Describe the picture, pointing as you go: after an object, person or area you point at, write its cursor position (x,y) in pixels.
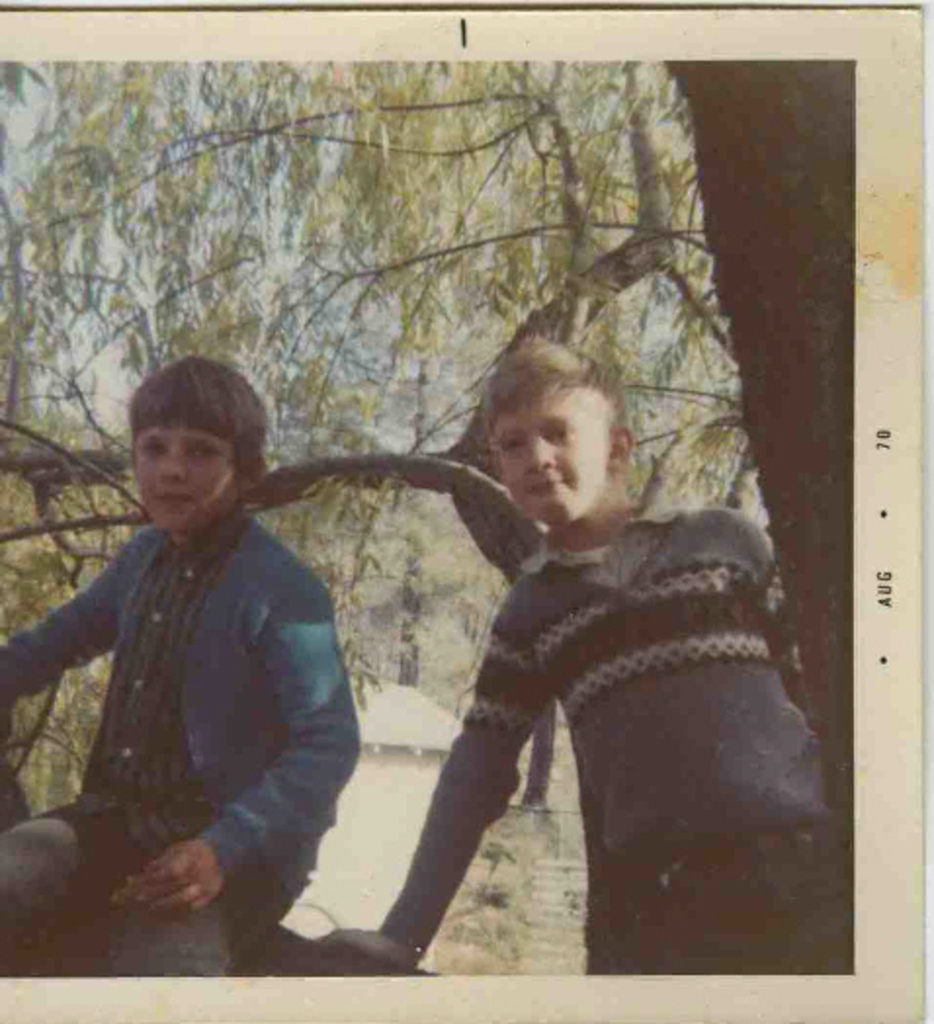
In this picture there is a boy (137,901) with blue jacket (308,829) is sitting and there is another boy (611,513) and he might be sitting. At the back (40,591) there are trees (12,536). At the top (117,213) there is sky (1,178). On the right side of the image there is text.
